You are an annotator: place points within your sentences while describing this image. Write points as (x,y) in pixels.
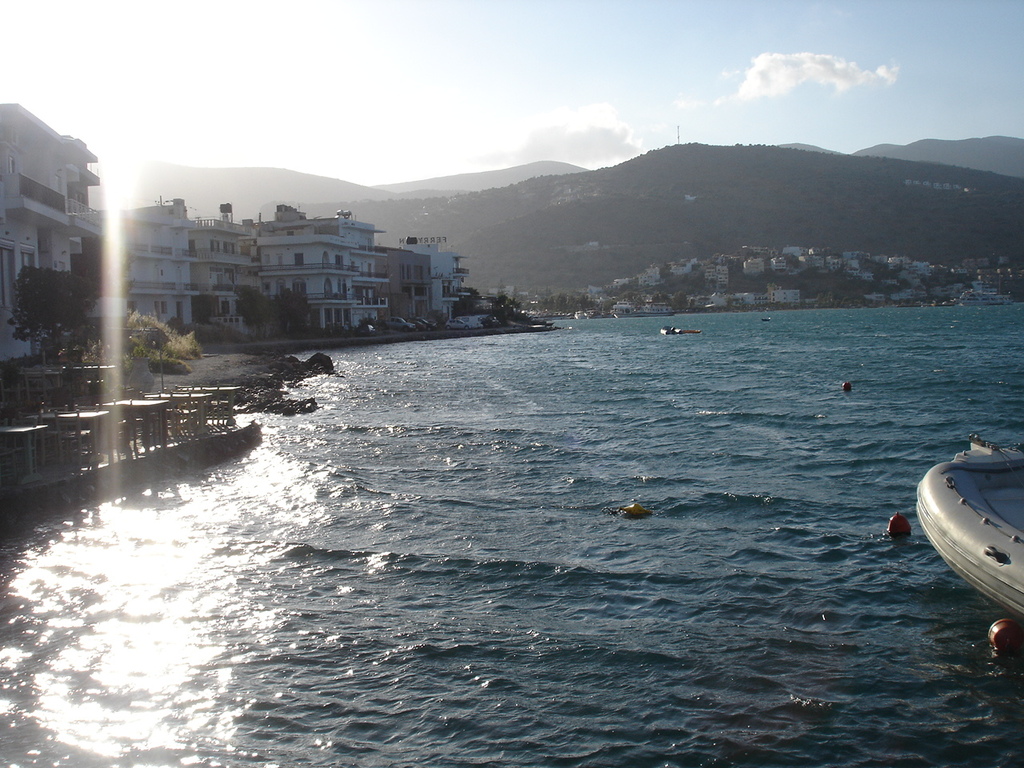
There is water (432,653). On the right side (952,519) we can see a part of a boat (953,504). On the left side (245,225) there are buildings (135,272), trees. In the background (452,178) there are hills (652,205), buildings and sky (744,102) with clouds (820,67).
